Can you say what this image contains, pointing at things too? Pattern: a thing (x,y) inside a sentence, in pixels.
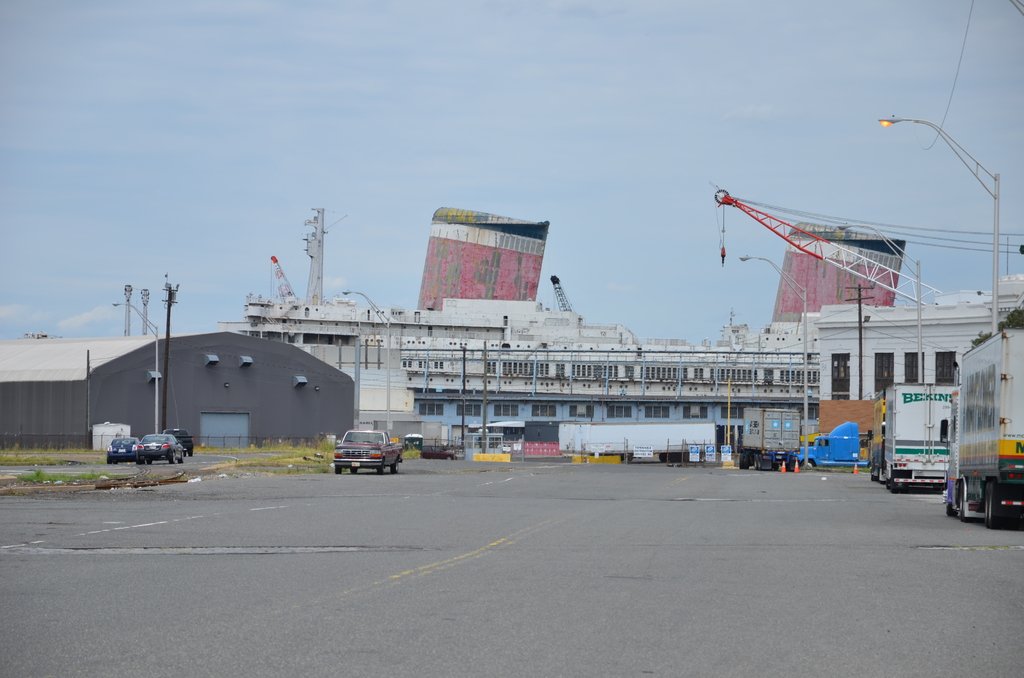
In the foreground of this image (519,614), on the bottom (416,614), there is road (443,526). We can also see few vehicles (1020,468), shed (199,377), buildings (856,387) and poles (358,374) in the background (359,342). On the top (424,50), there is the sky (337,62).
